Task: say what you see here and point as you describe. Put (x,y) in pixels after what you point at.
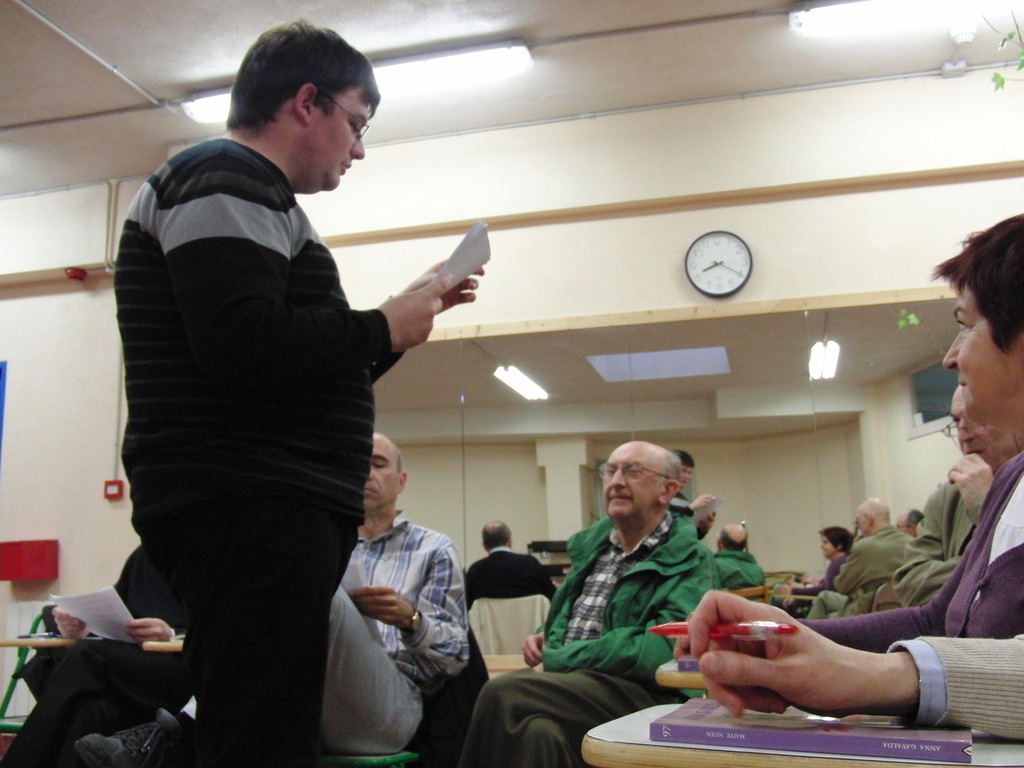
In this image we can see men (871,663) sitting on the chairs (744,589) and some are standing on the floor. On the chairs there are books (809,735) and pens (751,623). In the background (308,196) we can see electric lights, walls (96,486), pipelines (118,469), switches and a clock (712,288) attached to the wall (591,241).
